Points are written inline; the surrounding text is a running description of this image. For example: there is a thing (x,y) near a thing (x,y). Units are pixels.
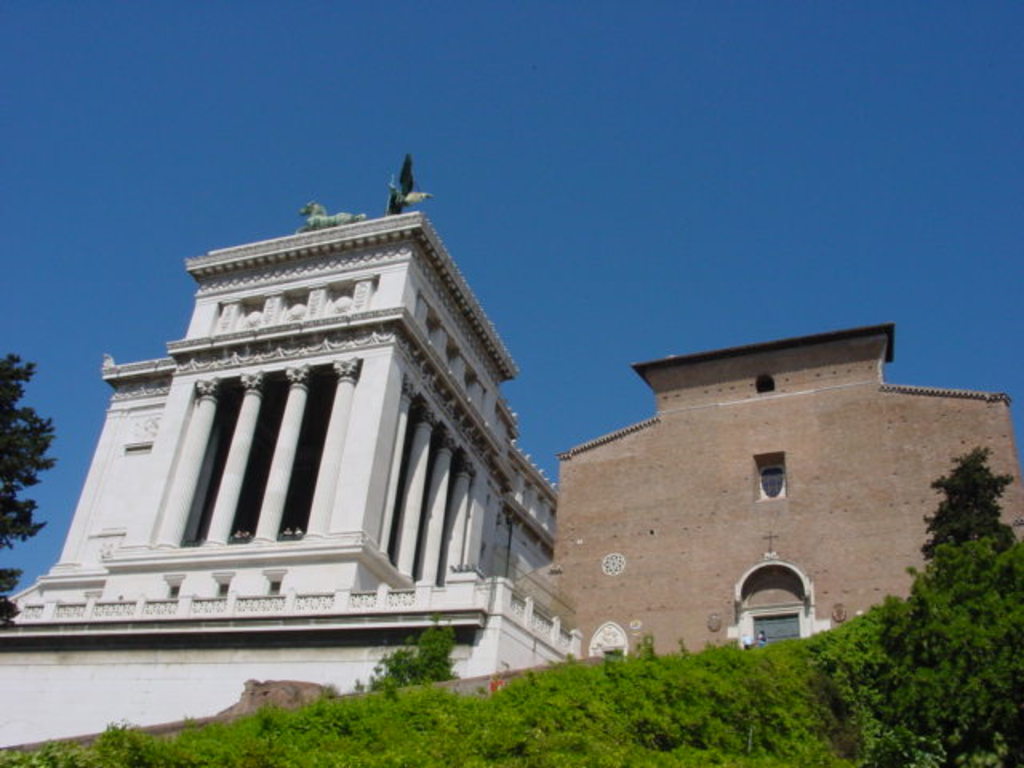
At the bottom of the picture (675,687), we see grass (706,719) and a tree (913,674). Beside that, we see a building (633,513) in brown color. I think it is a church (606,607). Beside that, we see a building (371,562) in white color. On the left side (10,438), we see a tree (31,424). At the top of the picture (745,155), we see the sky (308,184), which is blue in color.
